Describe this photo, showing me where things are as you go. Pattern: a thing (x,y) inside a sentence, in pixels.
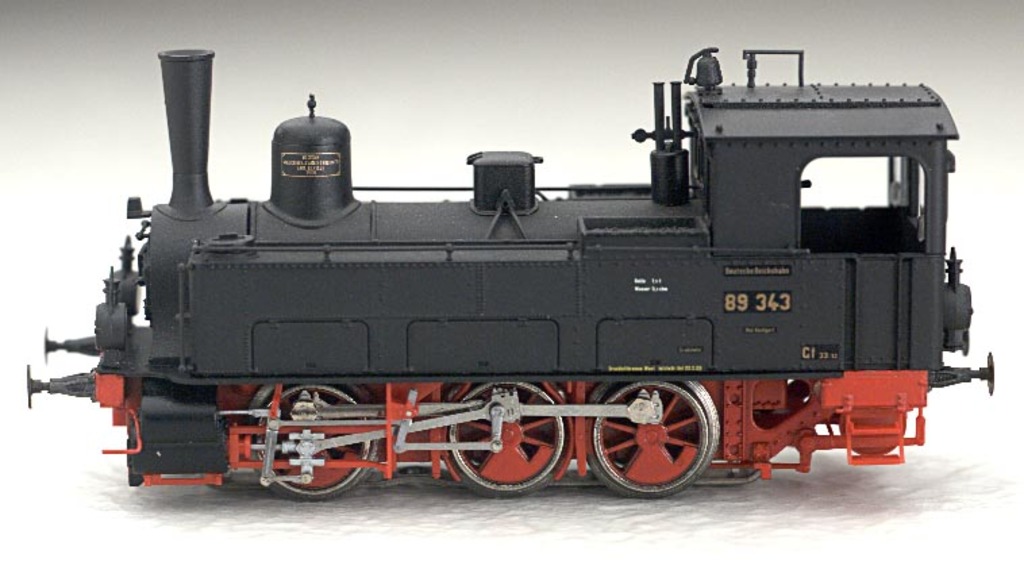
In this image there is a toy steam engine (358,415).
